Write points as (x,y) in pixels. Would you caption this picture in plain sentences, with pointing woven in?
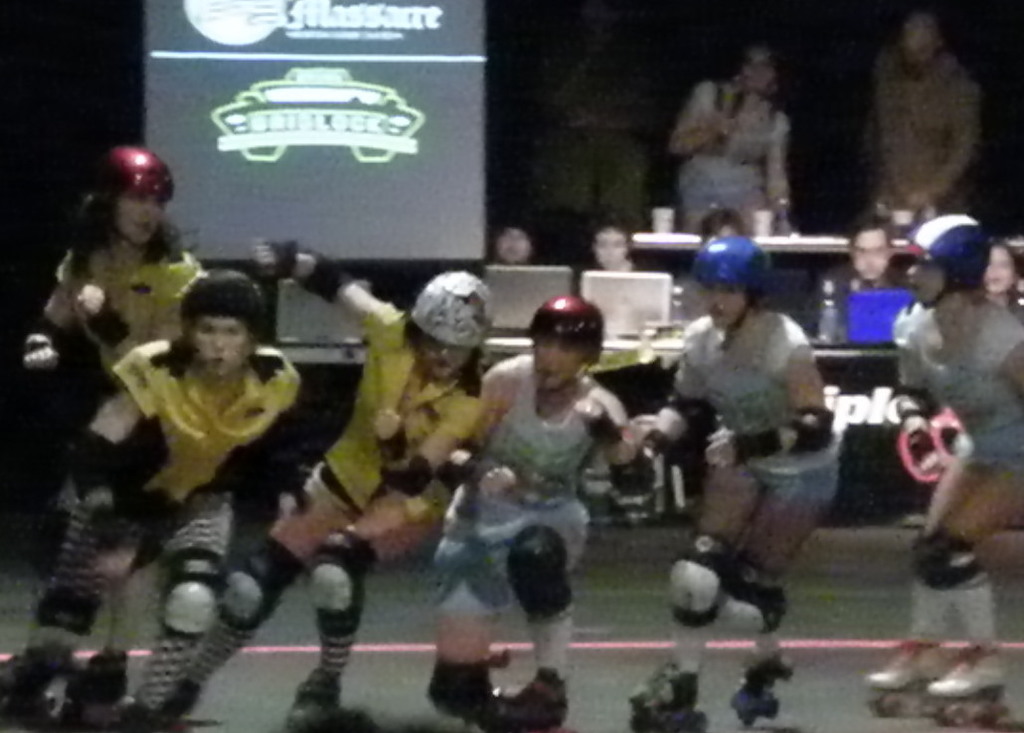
This picture describes about group of people (597,325), few people (392,421) skating with the help of skate shoes (110,667) and they wore helmets (225,294), in the background (549,273) we can see few laptops (665,304), cups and bottles (823,315) on the tables (617,346), and also we can see a projector screen (331,140).
